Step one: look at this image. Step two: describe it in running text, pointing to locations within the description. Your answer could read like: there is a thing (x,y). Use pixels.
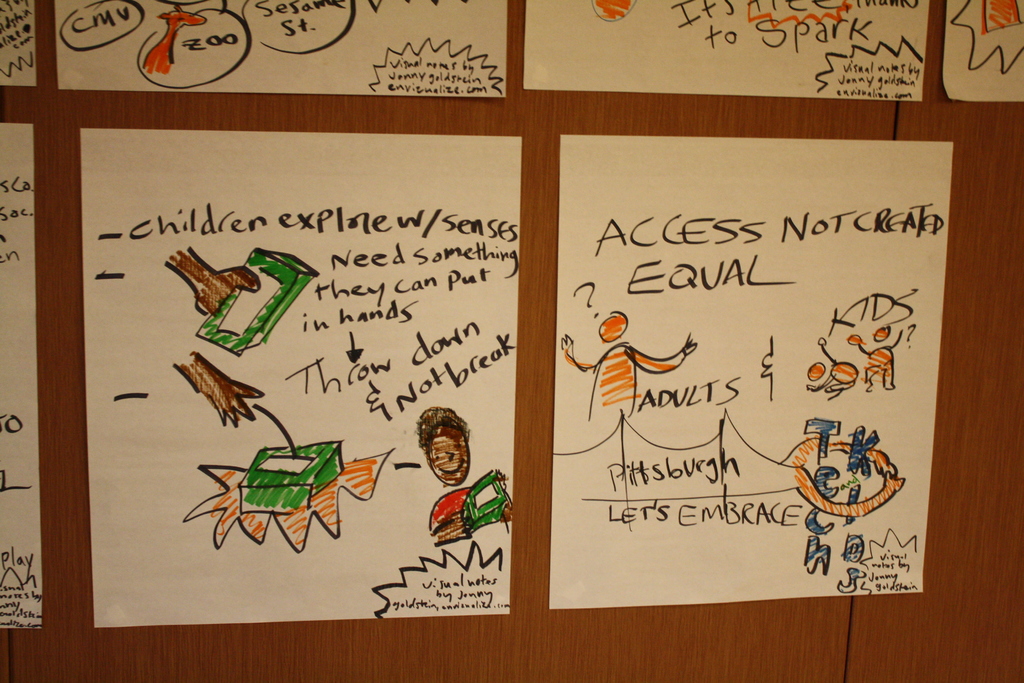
There are posters (30,55) on which, there are texts (340,230) and drawings (629,452). These posters (578,345) are pasted on the wooden board (995,452). And the background (214,674) is brown in color.
